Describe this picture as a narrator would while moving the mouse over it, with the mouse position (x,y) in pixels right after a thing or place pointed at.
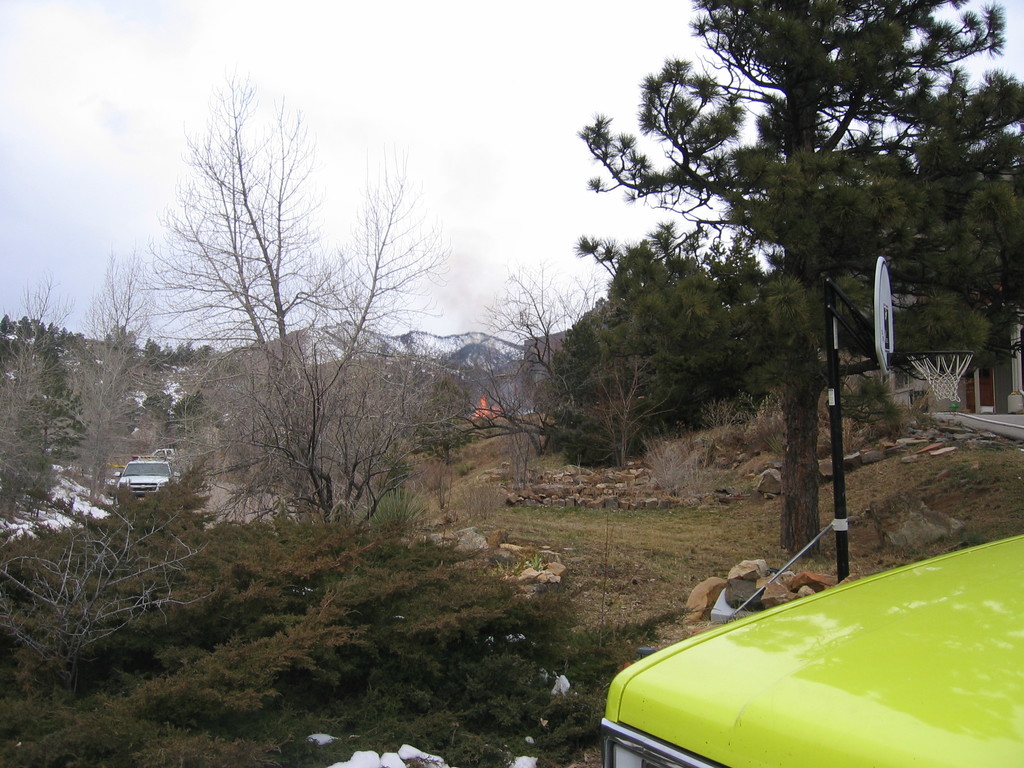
On the right side of the image (797,707) we can see a vehicle (838,675). In the center (348,373) there are trees (861,253) and we can see a pole (841,511). There is a hoop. On the left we can see a car (143,465). In the background (336,342) there are hills (379,342) and sky (335,96).
